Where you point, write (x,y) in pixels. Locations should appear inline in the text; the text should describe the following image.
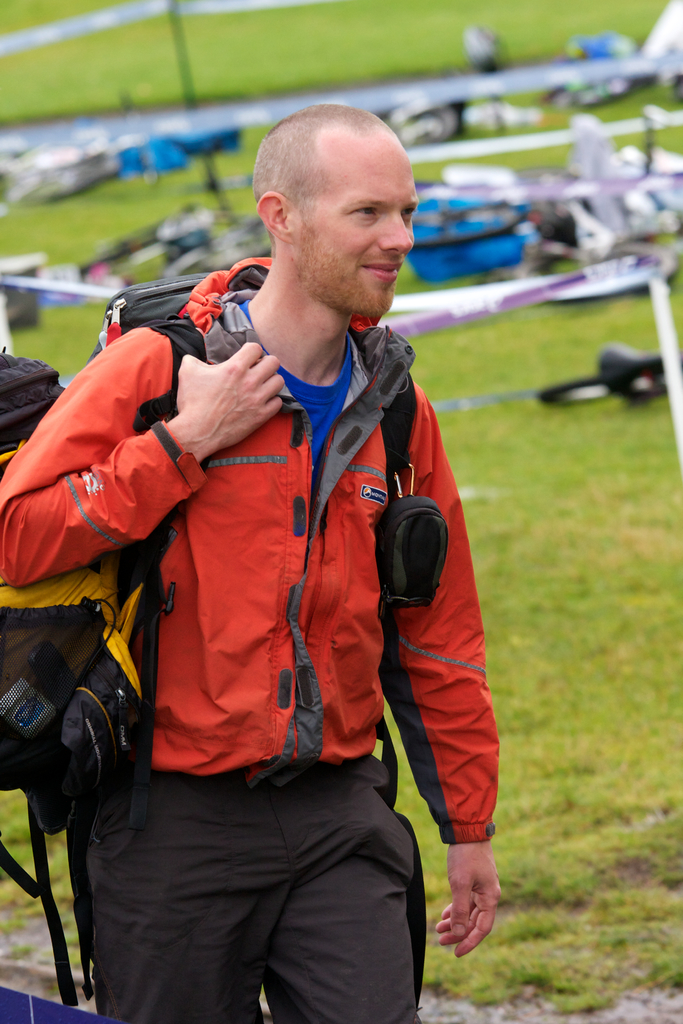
In the foreground of the picture (239,500) there is a person (255,466) in orange jacket (258,446) and wearing backpack (152,327). In the background (76,290) there are bicycles (624,391), ribbons (601,274) and grass (545,370).
